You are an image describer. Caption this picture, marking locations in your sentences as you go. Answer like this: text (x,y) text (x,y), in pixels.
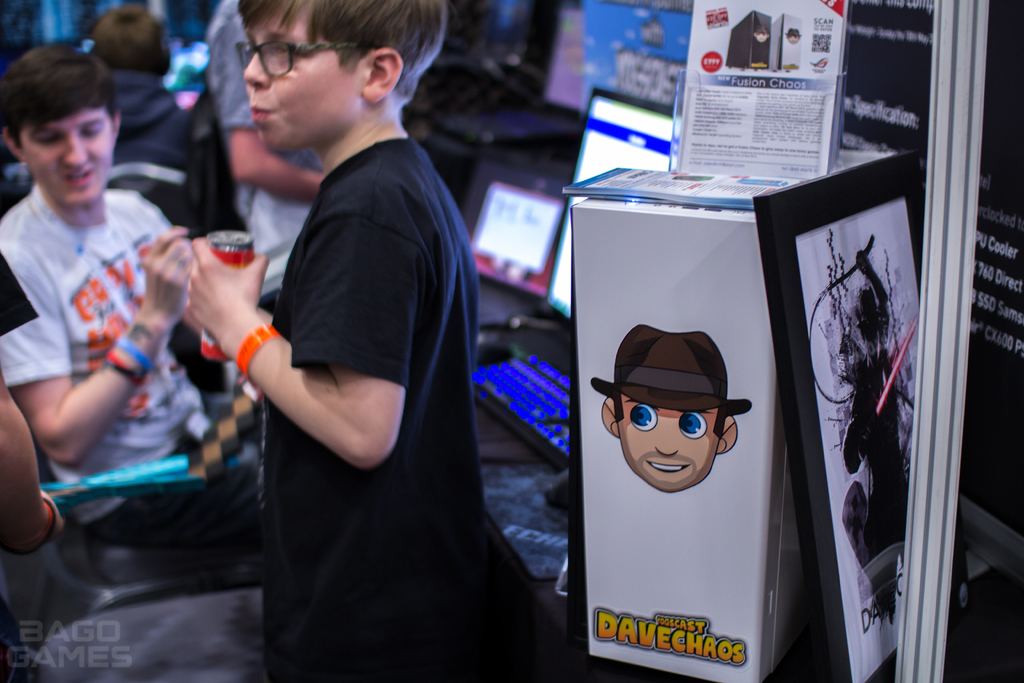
In this image we can see a boy (357,272) wearing glasses (249,47) and holding the tin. In the background (215,24) we can see a few people (55,111). Image also consists of a monitor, keyboard (523,370), laptop (523,282), painting frame (826,277) and also the CPU (679,485). On the left (51,648) there is text (78,634).
